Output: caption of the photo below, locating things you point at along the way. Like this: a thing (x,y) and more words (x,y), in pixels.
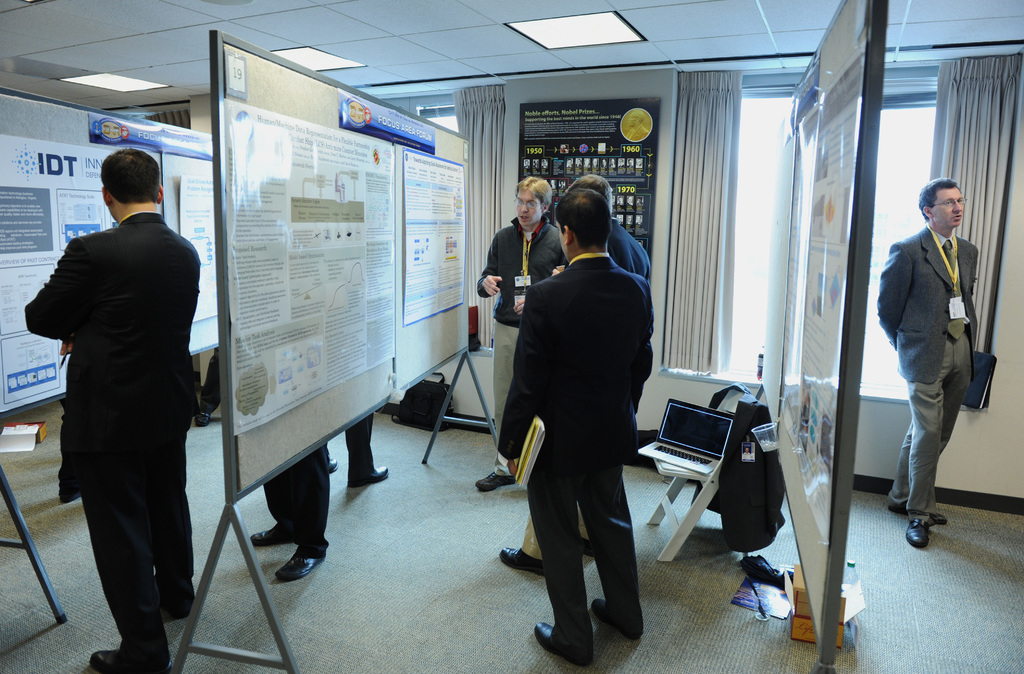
In this image there are a few people (595,336) standing and watching the boards (426,252) with posters (357,278) on it, behind them there is a laptop (685,452) and a bag (778,448) on a chair (686,475), in the background of the image (707,229) there are curtains (688,196) on the windows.
